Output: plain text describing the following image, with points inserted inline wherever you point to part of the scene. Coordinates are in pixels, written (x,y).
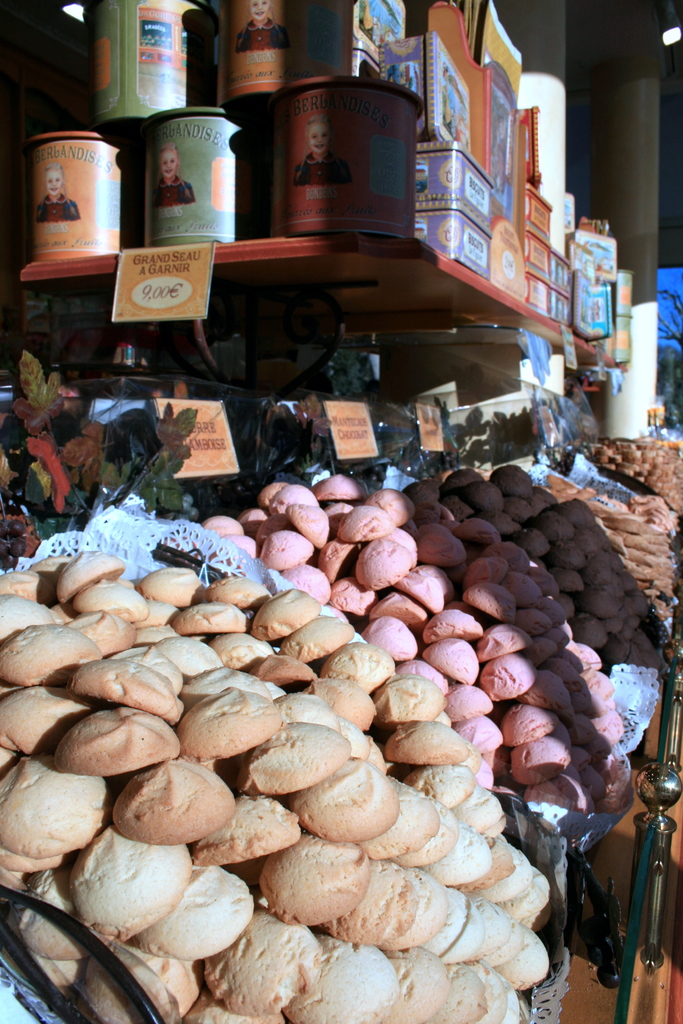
In this image we can see a food item (354,596), at the top (170,158) there are tins (306,210), boxes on a wooden table (333,237), there are tags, there is a light (667,42).
